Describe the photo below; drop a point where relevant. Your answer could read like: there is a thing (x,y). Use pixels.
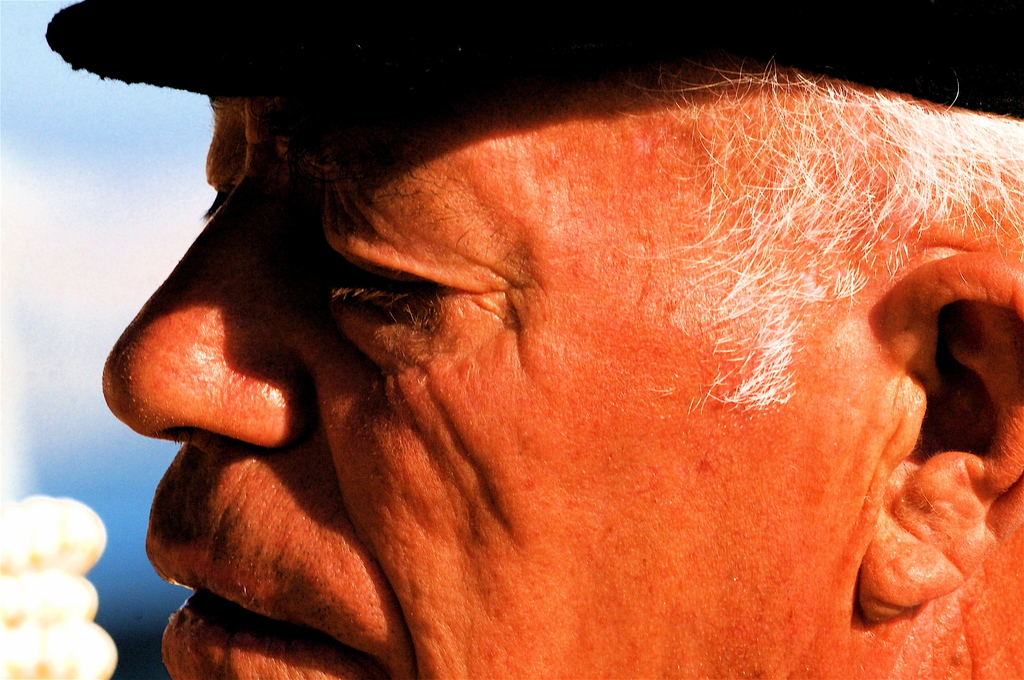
In this picture there is an old man (607,234) in the center of the image (643,330).
